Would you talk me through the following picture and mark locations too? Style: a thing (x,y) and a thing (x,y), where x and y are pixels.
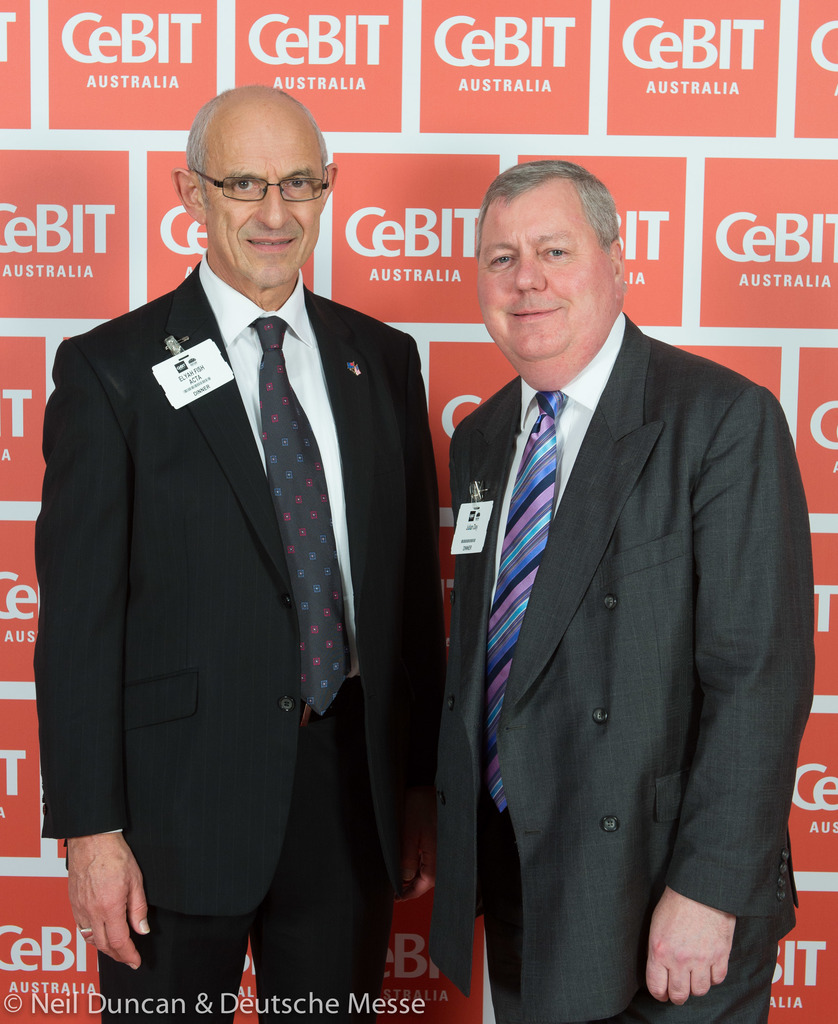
In this image in front (735,527) there are two persons (412,618) wearing a smile on their faces (532,292). Behind them there is a banner (359,87). There is some text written at the bottom of the image (414,1002).
